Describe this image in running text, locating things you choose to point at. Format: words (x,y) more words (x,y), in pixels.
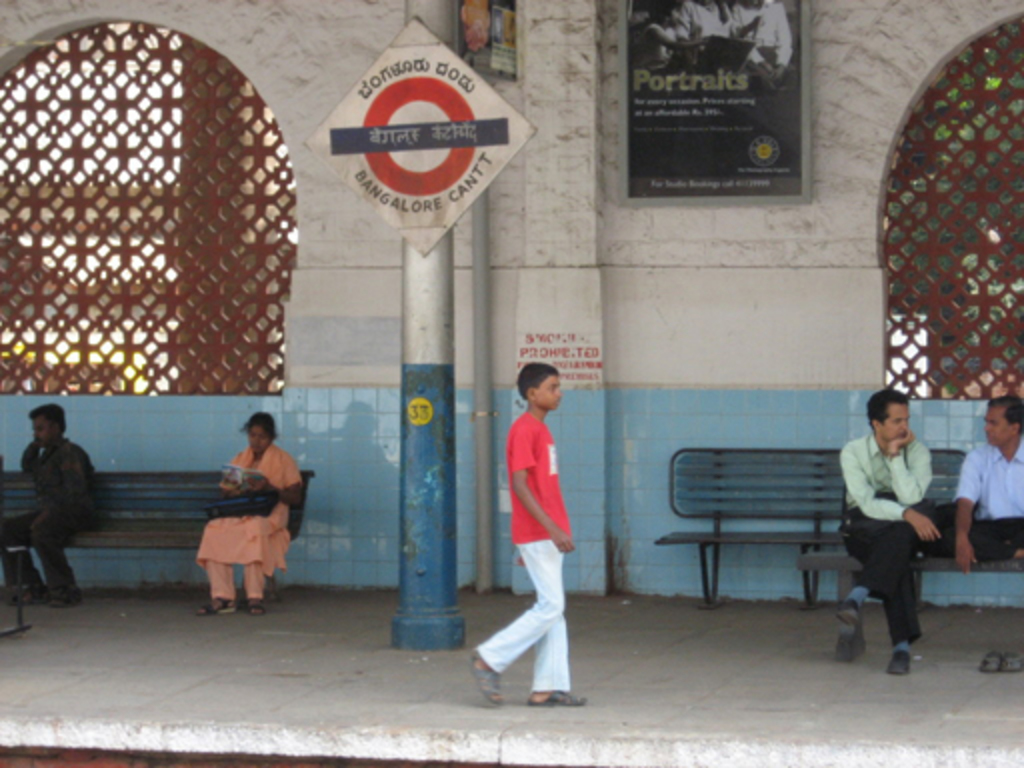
In the middle (551,499) a boy (551,566) is walking on the platform (509,668), he wore red color t-shirt (545,482) and trouser (528,623). On the right side (871,494) 2 men (871,494) are sitting on the bench (918,584). On the left side (280,537) a woman (252,537) is sitting on the bench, she wore a dress (267,542). In the middle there is a board (383,163).
